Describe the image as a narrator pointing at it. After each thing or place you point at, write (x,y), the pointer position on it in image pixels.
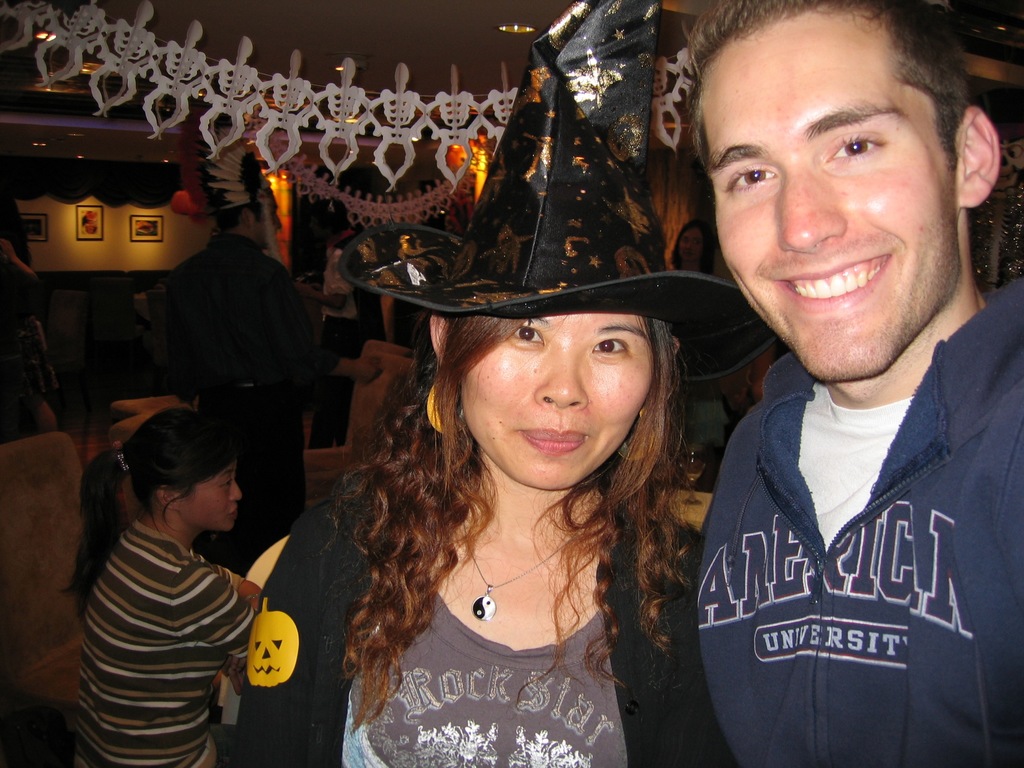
In this picture I can observe a couple (621,383). Both of them are smiling. Woman (419,499) is wearing black color hat (536,241) on her head (478,329). In the background (172,617) I can observe some people (222,419). On the left side (147,226) there are some photo frames (99,226) on the wall (112,247).
